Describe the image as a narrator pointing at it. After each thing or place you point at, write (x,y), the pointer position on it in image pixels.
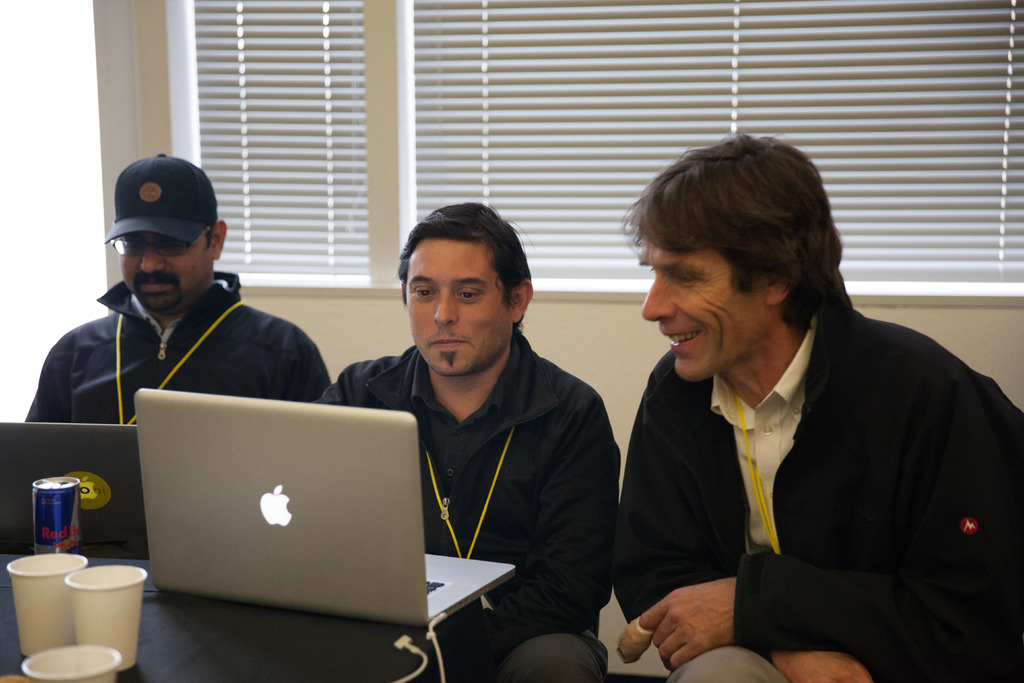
There are three men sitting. We can see laptops (99,437), cups (50,629), tin (39,530) and cable (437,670) on the table (306,666). In the background (107,208) we can see wall (349,312) and window blind (338,100).
